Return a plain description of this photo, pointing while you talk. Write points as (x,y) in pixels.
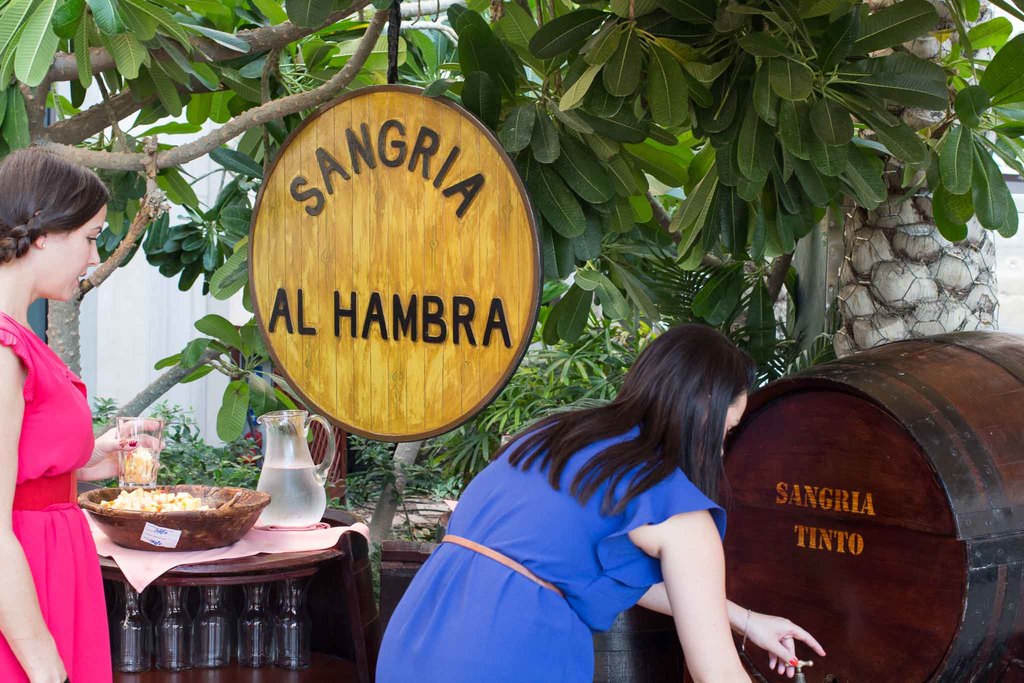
In this picture this is a woman (38,341) standing holding a wine glass (138,463) in her left hand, there is another woman (665,579) who is filling something and hand (750,638) is on the tap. In the backdrop (158,93) they are plants (685,185) and a board (369,382).
